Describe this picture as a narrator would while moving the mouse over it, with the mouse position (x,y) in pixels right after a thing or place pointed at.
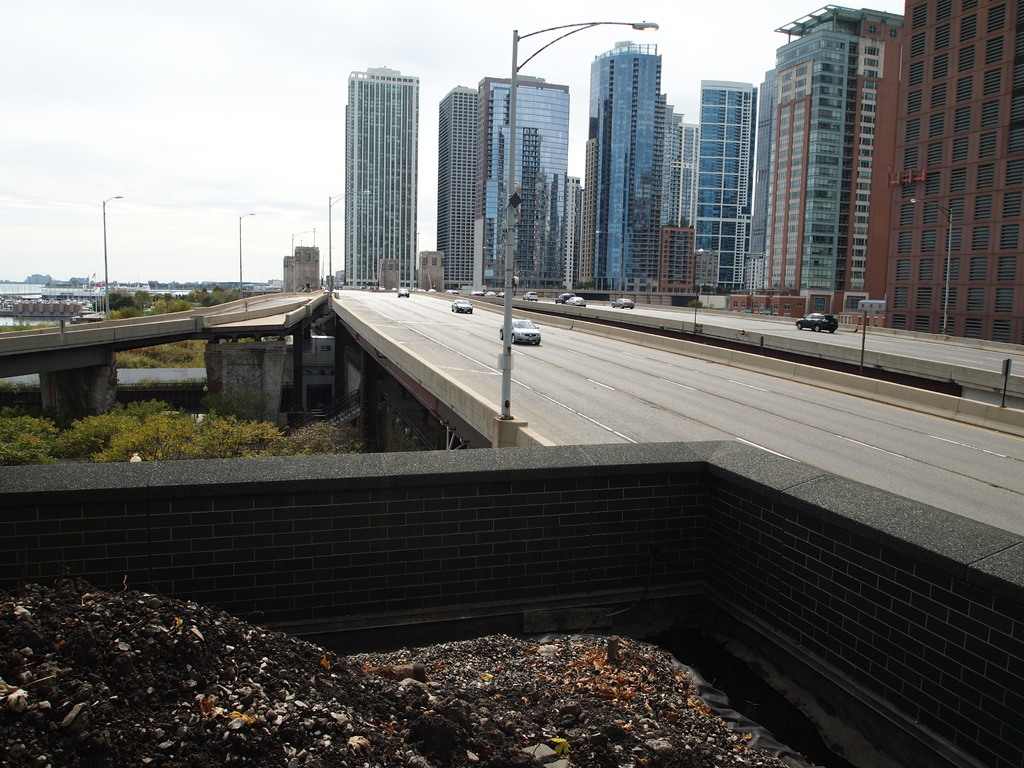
This picture shows buildings (643,163) and a freeway (388,292) and we see vehicles (556,293) moving and few pole lights (513,96) and we see trees (118,314) and a cloudy sky (227,185).
